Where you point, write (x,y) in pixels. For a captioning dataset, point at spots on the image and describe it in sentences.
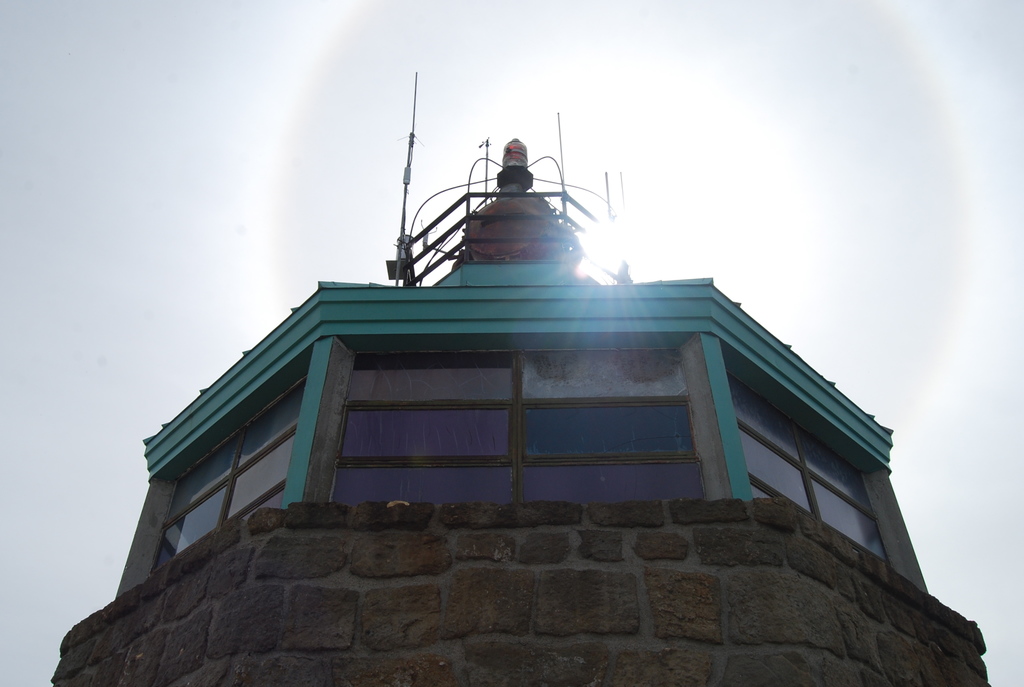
In this image, I can see a building (436,461) with the glass windows (484,461). In the background (86,447), there is the sky (427,154).
